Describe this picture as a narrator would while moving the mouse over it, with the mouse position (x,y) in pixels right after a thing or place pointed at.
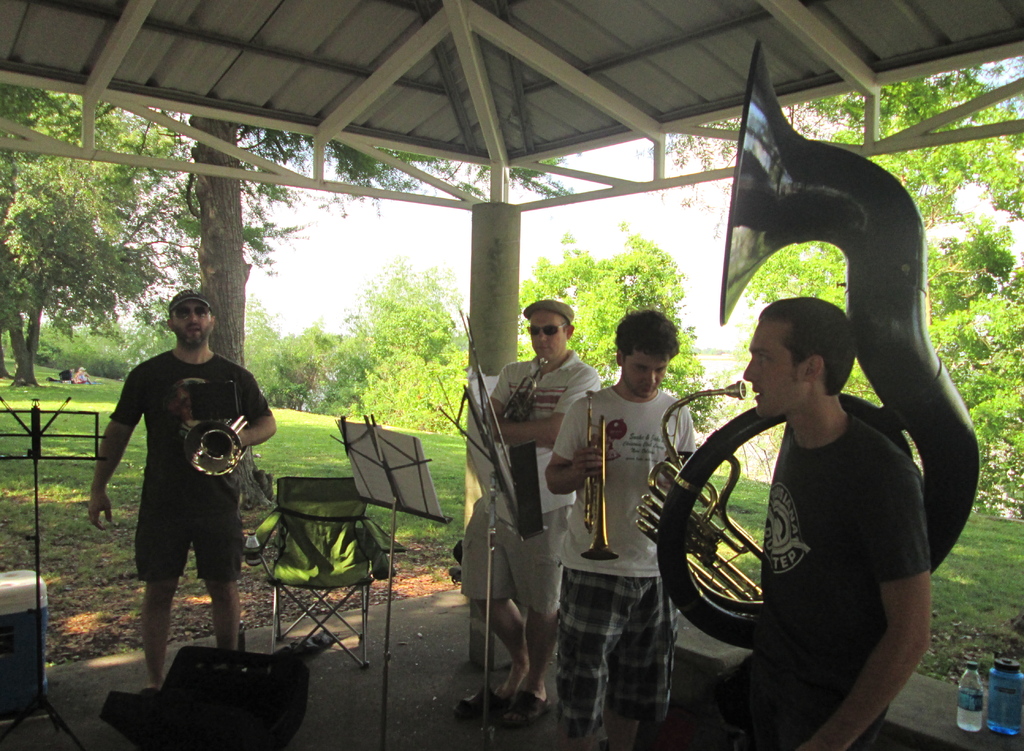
In this image I can see four men (644,469) are standing and I can see all of them are holding musical instruments (198,440). I can also see two of them are wearing caps (543,312) and shades (554,327). On the right side of this image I can see few bottles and on left side (16,672) I can see few boxes (27,640). I can also see few stands (489,638), a green color chair (358,504) and in the background (589,311) I can see number of trees (583,327).
